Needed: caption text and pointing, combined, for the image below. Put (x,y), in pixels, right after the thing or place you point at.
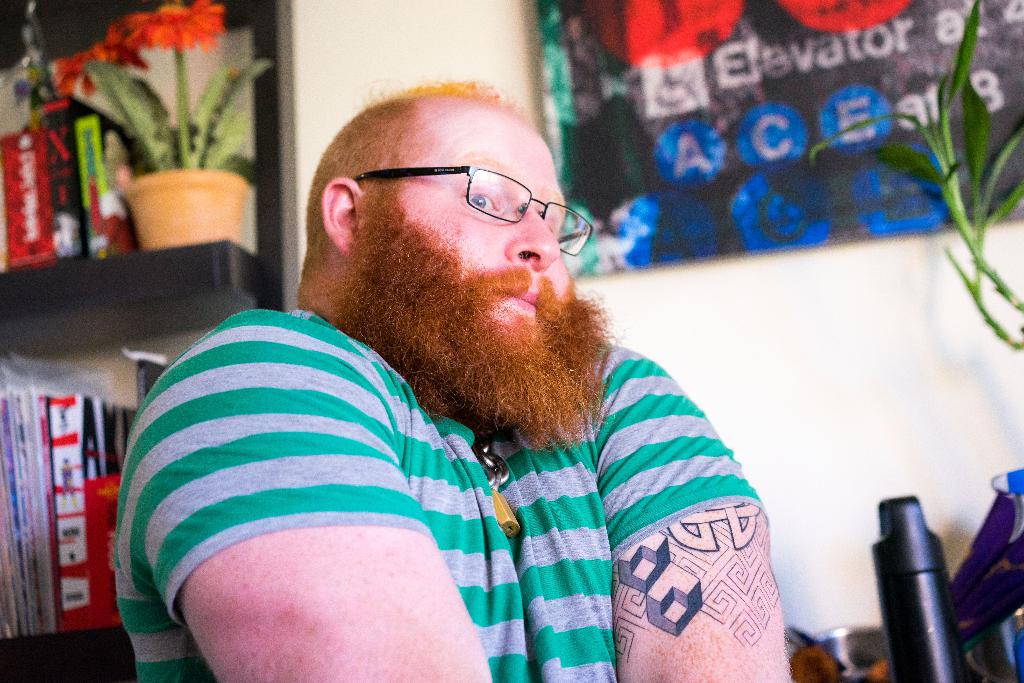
In this image I can see a man (401,468), I can see he is wearing green t-shirt (533,541) and specs (507,203). In background (142,136) I can see a plant (246,116), green leaves (921,174), a bottle (881,552) and few stuffs (68,149) on these shelves (84,275). I can also see something is written in background (714,111) and I can see this image is little bit blurry from background (842,365).
